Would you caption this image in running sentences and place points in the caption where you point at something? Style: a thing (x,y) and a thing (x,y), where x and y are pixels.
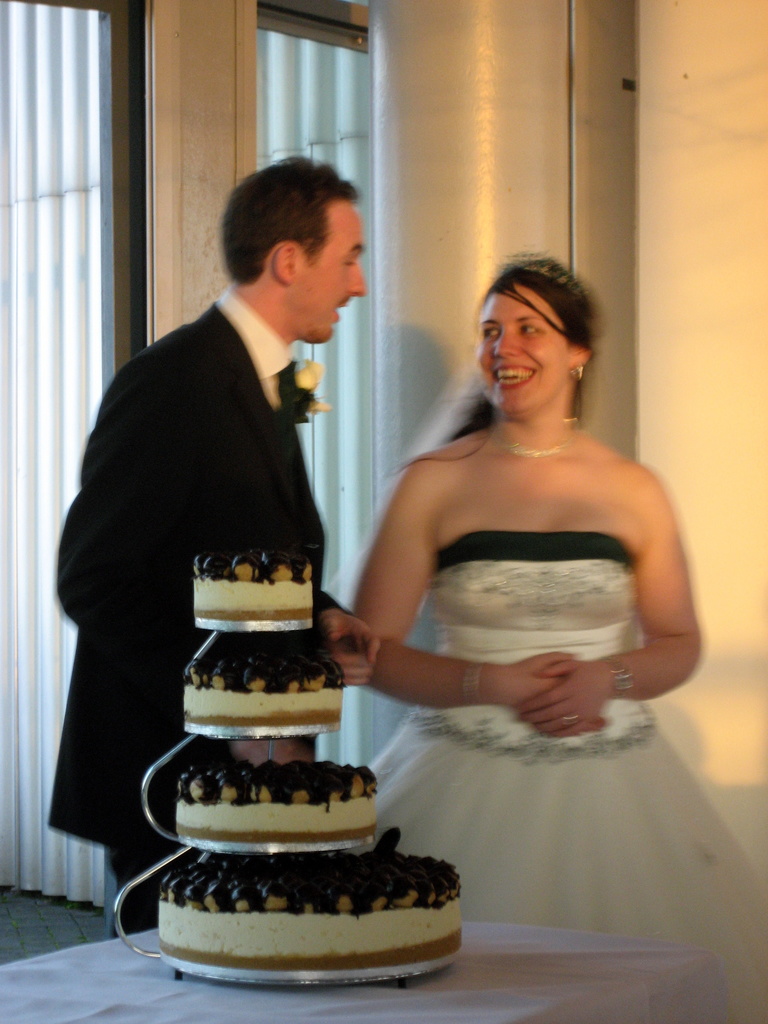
This picture seems to be clicked inside the room (448,146). In the foreground (197,906) we can see the cakes (280,810) and some other items (216,840) are placed on the top of the table (492,977) and we can see a woman (558,592) wearing white color dress (542,592), smiling and standing and we can see a man (220,432) wearing suit (162,514) and standing. In the background (721,87) we can see the wall (695,111), curtain (0,151) and some other objects (423,128).
